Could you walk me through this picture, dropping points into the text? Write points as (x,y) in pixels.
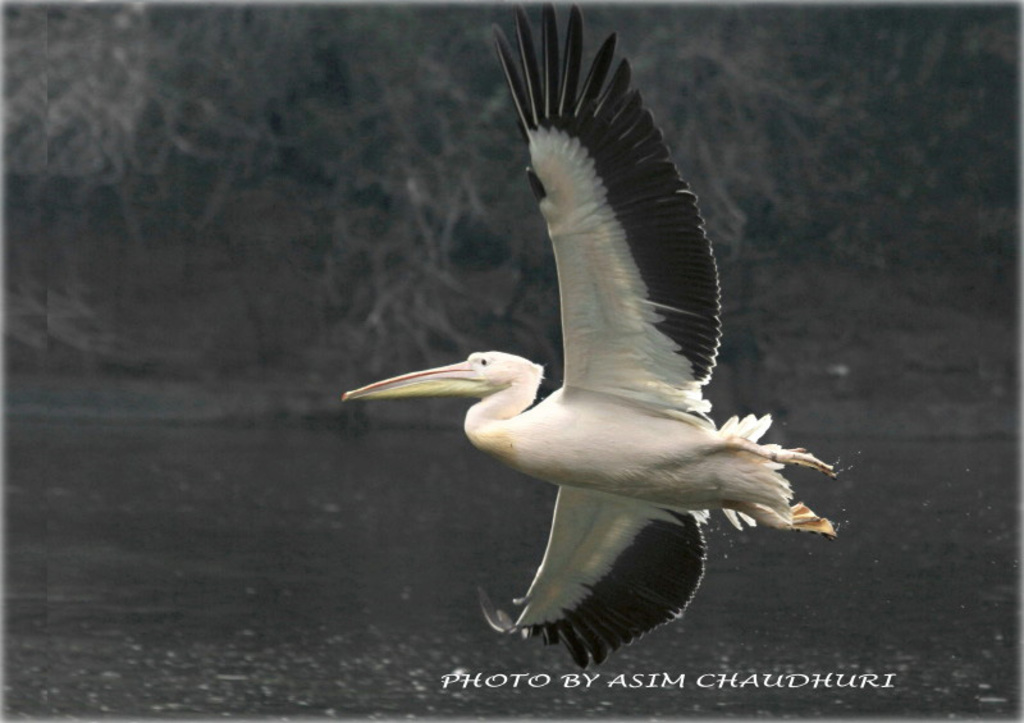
In this image we can see a bird (743,472) flying in the air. In the background (793,91) there are trees (358,172) and water (432,587).
